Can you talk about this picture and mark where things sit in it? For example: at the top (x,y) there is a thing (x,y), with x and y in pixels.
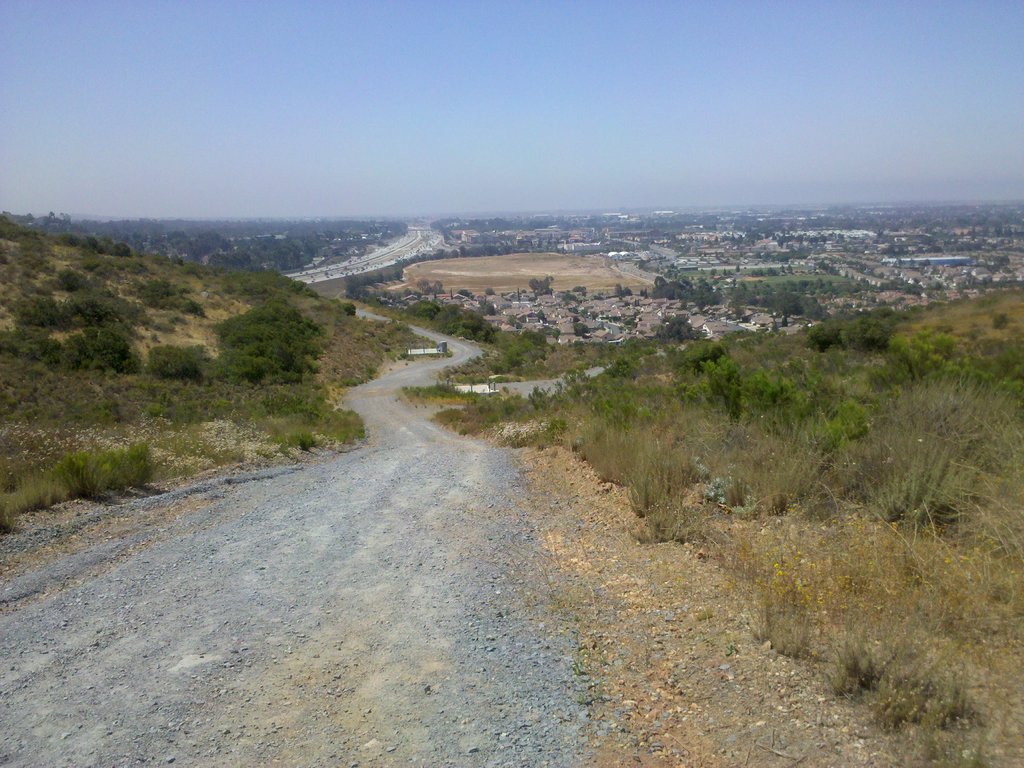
In the picture I can see a way (289,572) and there is greenery ground (229,444) on either sides of it and there are few buildings (618,306) and trees (483,230) in the background (438,285).
